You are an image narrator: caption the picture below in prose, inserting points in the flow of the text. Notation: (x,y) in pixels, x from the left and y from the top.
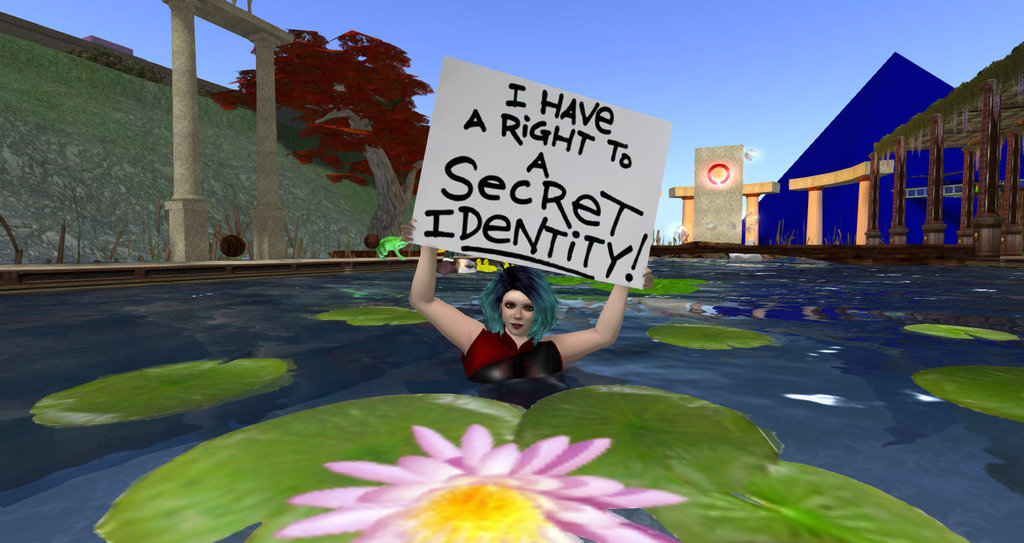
This is an animated picture. In the foreground of the picture (930,438) there is a water body (908,458). In the water (795,306) there are leaves (670,461), lotus (531,483), a woman (512,324) holding a placard (467,245). In the center of the picture (377,222) there are tree (401,210), plants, construction (706,209) and other objects (844,149).
